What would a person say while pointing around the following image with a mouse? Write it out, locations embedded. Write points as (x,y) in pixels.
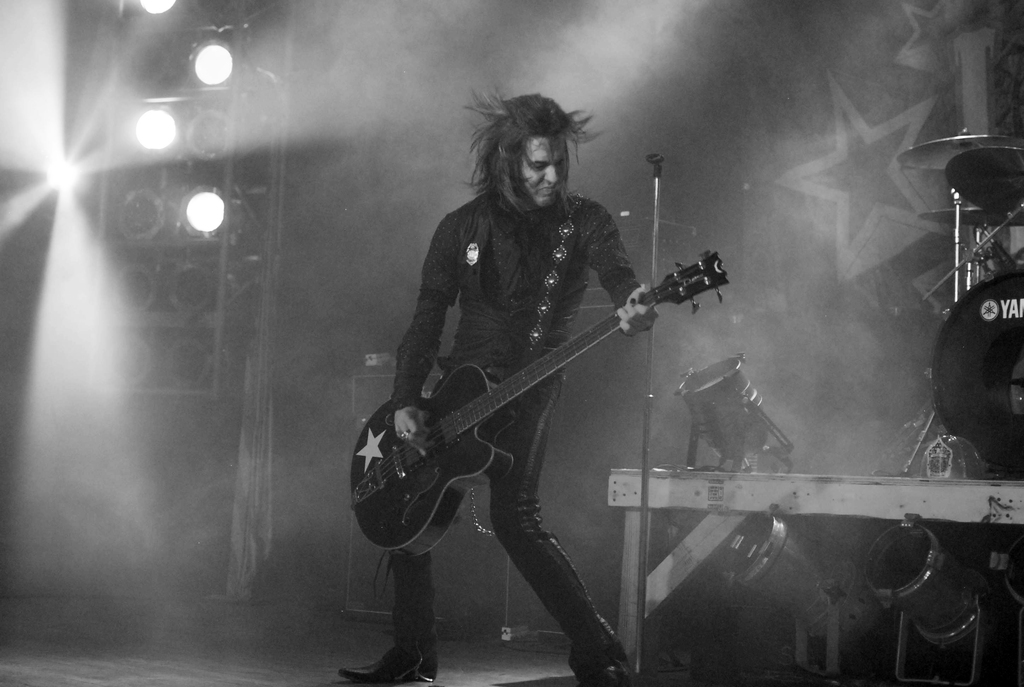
A man (523,285) is playing guitar (506,392) on the stage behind there are lights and musical instruments (990,443).
